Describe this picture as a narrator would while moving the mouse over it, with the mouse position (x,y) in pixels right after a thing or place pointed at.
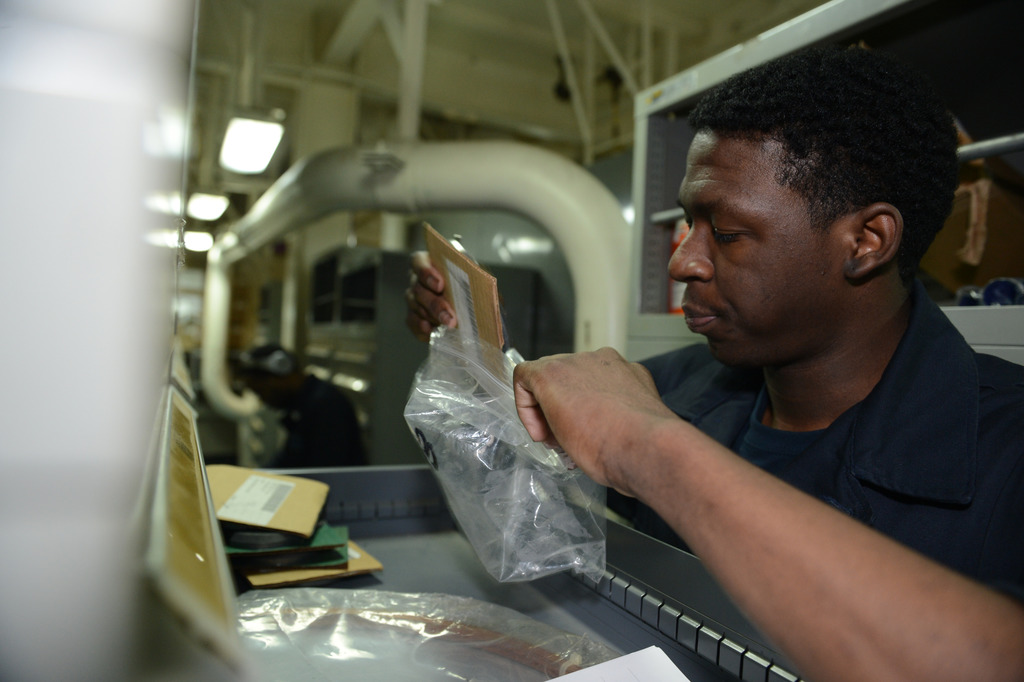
In this picture I can see there is a person (790,214) sitting and he is holding a bag (473,412), there are few objects (319,520) placed on the table (433,538) and there are few lights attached to the ceiling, there are few iron frames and the backdrop of the image (292,146) is a bit blurred.
